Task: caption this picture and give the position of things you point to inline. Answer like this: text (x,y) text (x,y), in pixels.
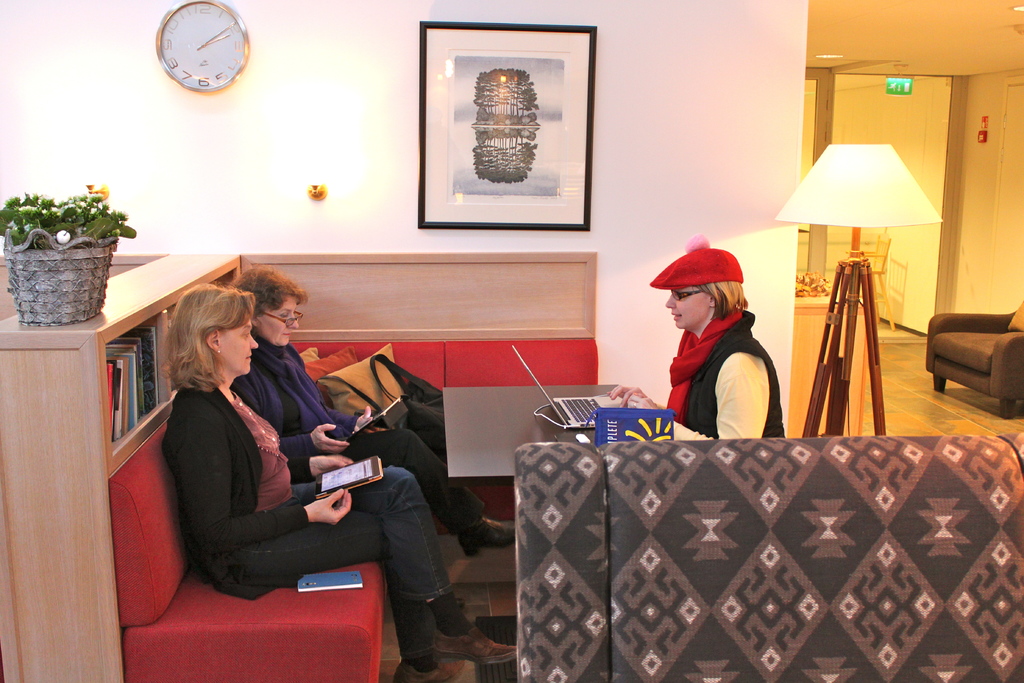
Here we can see three women (289,339) sitting in front of a table (516,433) present and the woman (626,389) at the right (730,408) is having a laptop (601,395) in front of her and the both women (234,528) who are sitting on the left (263,400) are carrying a tablet (321,486) in their hands (316,471) and behind them there is a book rack (100,360) and on that we can see a plant (77,235) and on the wall (244,103) we can see a clock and beside the clock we can see a portrait (523,139) and at the right side (822,187) we can see a lamp (892,166).
